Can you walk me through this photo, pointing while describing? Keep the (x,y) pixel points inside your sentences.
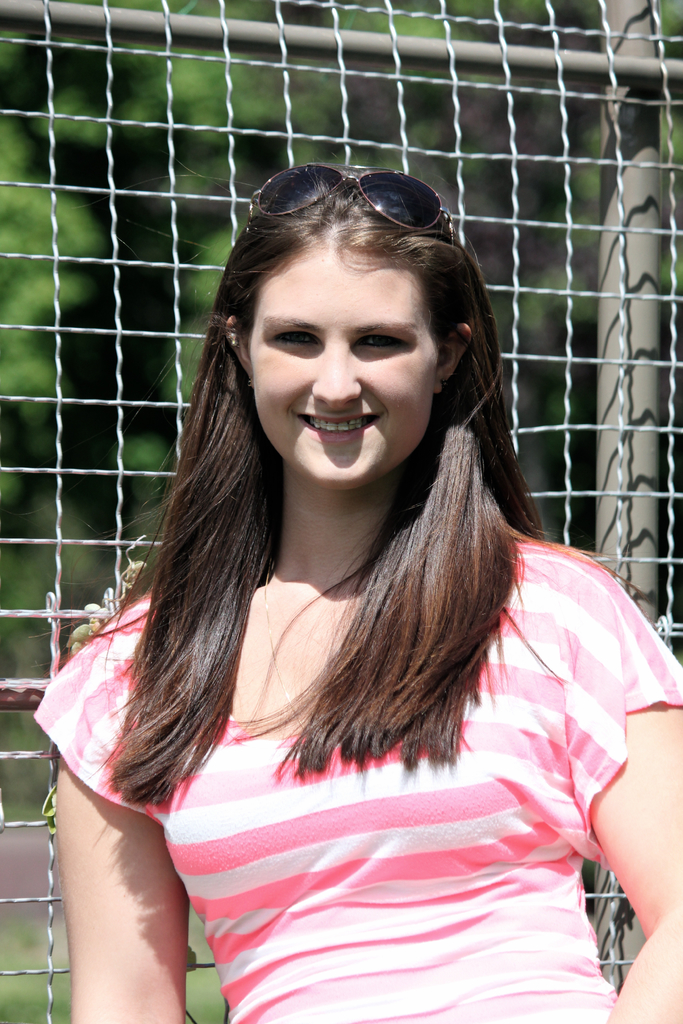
In this image a lady (430,723) is standing wearing pink and white striped t-shirt (417,815), sunglasses (406,197). She is smiling. Behind her there is a net (579,295). In the background (545,220) there are trees (326,98).
